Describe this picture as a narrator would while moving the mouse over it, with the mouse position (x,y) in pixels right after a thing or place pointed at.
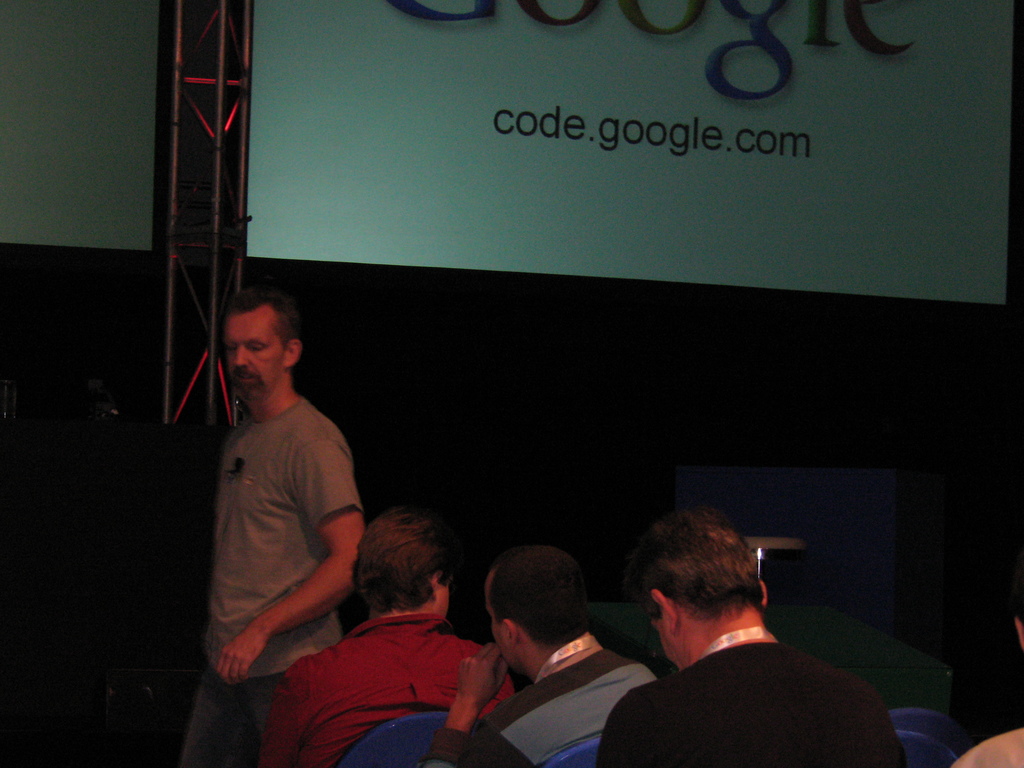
In this image we can see a few people (712,622) sitting on the chairs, in front of them, we can see a person (267,356) walking, there is a board (680,184) with some text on it and also we can see a pillar (191,246) and some other objects (868,580).
